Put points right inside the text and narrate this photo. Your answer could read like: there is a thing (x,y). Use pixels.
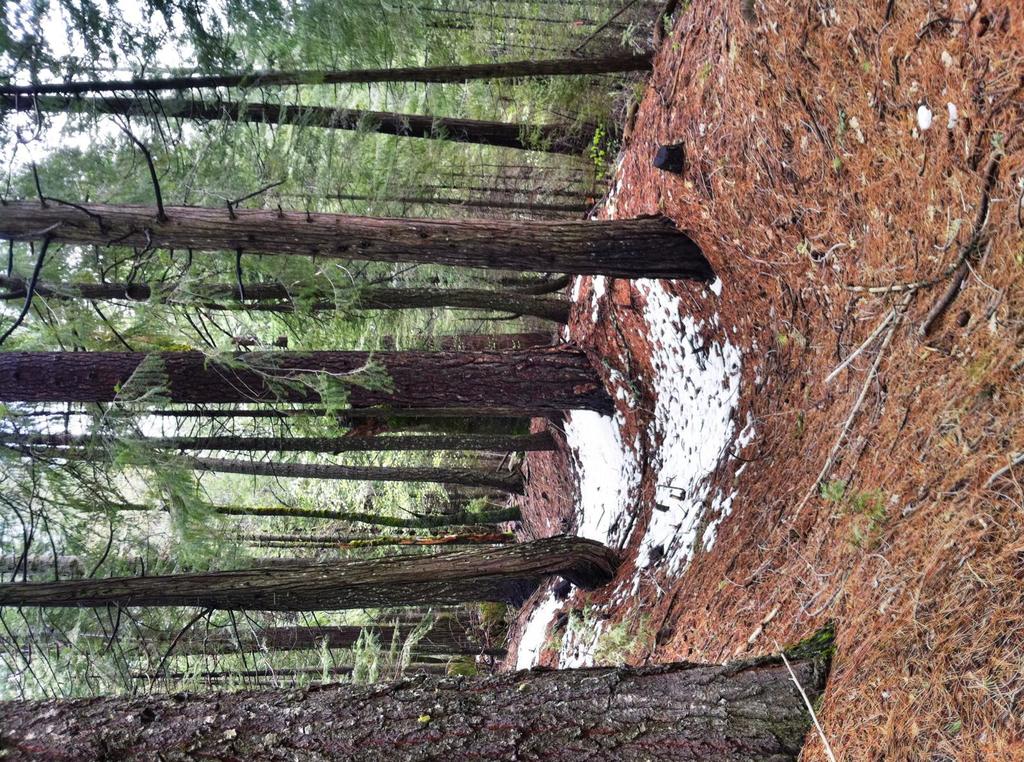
In this image we can see sky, trees (484,335) and shredded leaves (862,318) and twigs (843,429) on the ground (793,390).
